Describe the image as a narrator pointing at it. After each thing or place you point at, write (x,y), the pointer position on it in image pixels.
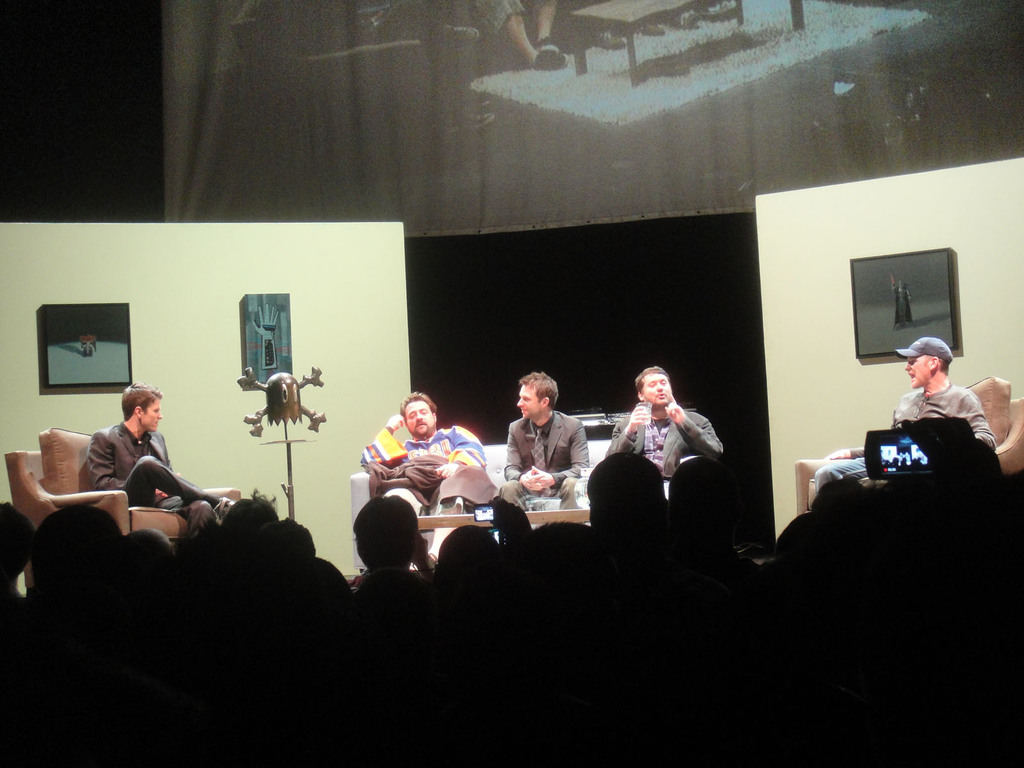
In the image we can see there are people (523,439) sitting on the chairs (113,501) and there are photo frames (114,368) kept on the wall (367,369). There is a skull helmet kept on the stand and behind there is a projector screen (598,121) on the top (838,98). There are spectators (492,598) watching them and there is a person (501,522) holding camera (490,514) in his hand (502,506).
